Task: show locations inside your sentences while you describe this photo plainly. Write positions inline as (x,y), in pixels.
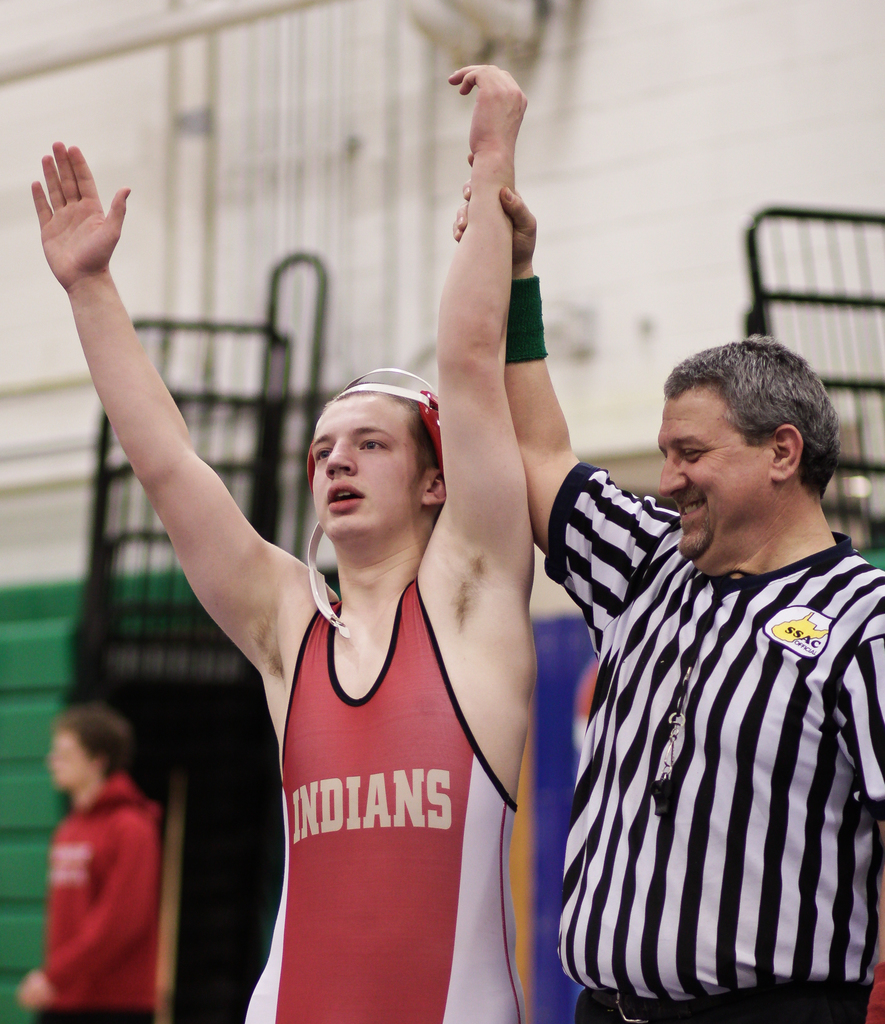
This picture is clicked inside. On the right (704,568) we can see the two persons (539,532) standing and on the left (101,768) there is another person (112,886). In the background (556,69) we can see the wall (832,94), metal rods (239,403) and some other objects (169,865).
